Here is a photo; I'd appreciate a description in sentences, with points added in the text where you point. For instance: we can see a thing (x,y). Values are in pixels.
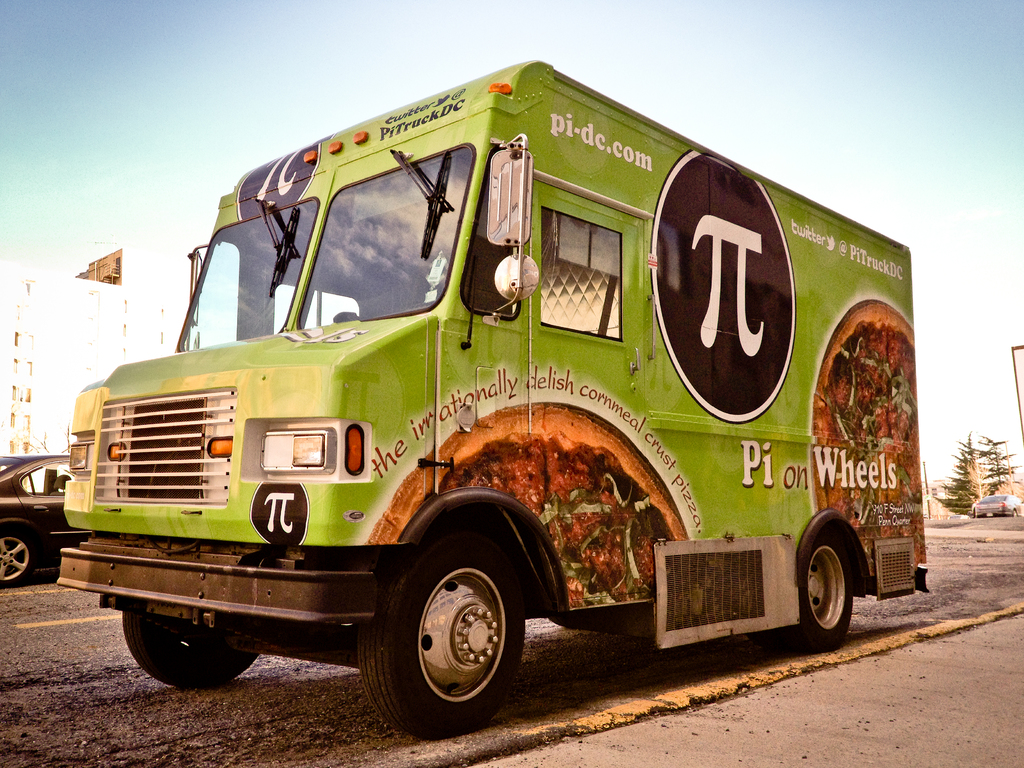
In this image there are vehicles (487,530) on the road (645,665). In the background of the image (53,313) there are buildings (50,299), trees (991,477) and sky (820,69). On the left side of the image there is a car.
